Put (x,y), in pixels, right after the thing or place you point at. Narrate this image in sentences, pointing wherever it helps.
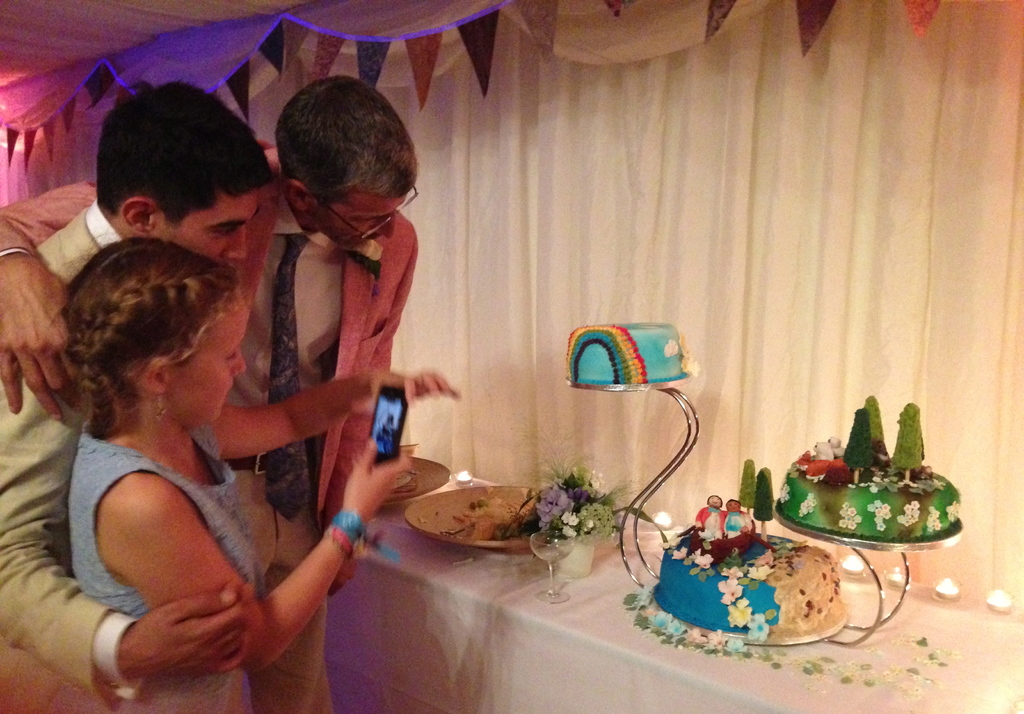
In this image there are people (385,334), curtain (398,336), flags (297,44), table (398,532), cakes (731,535), plate (450,524), glass (564,543), flowers (579,510) and objects (779,637). A girl (352,504) is holding a mobile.
